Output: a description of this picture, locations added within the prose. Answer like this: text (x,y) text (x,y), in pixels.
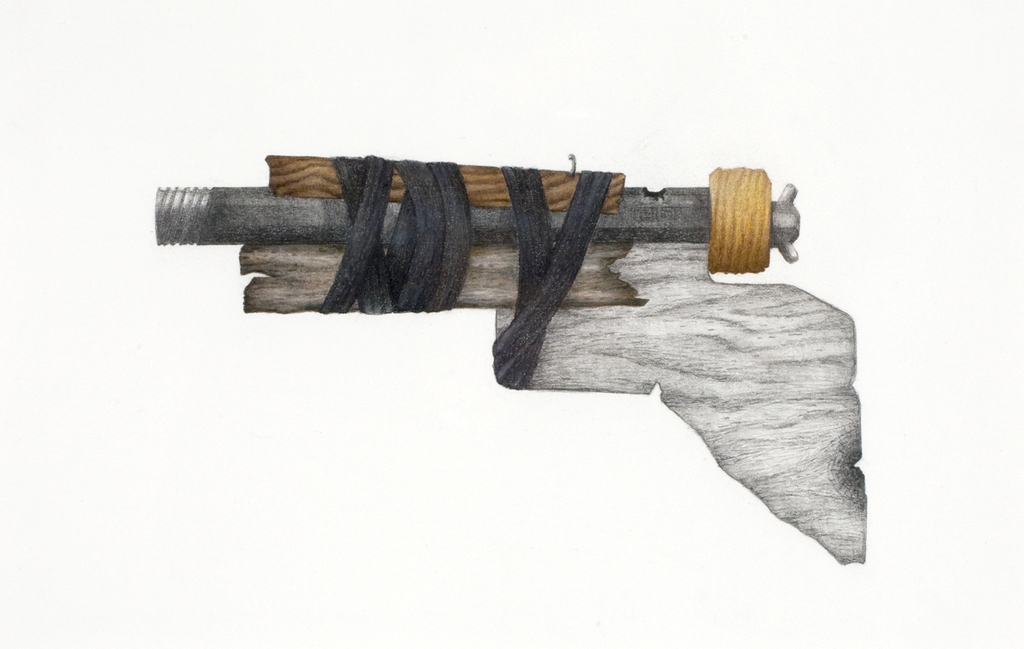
In this image, we can see an object (809,434) which looks like a gun (515,260). There is a white background (528,156).
